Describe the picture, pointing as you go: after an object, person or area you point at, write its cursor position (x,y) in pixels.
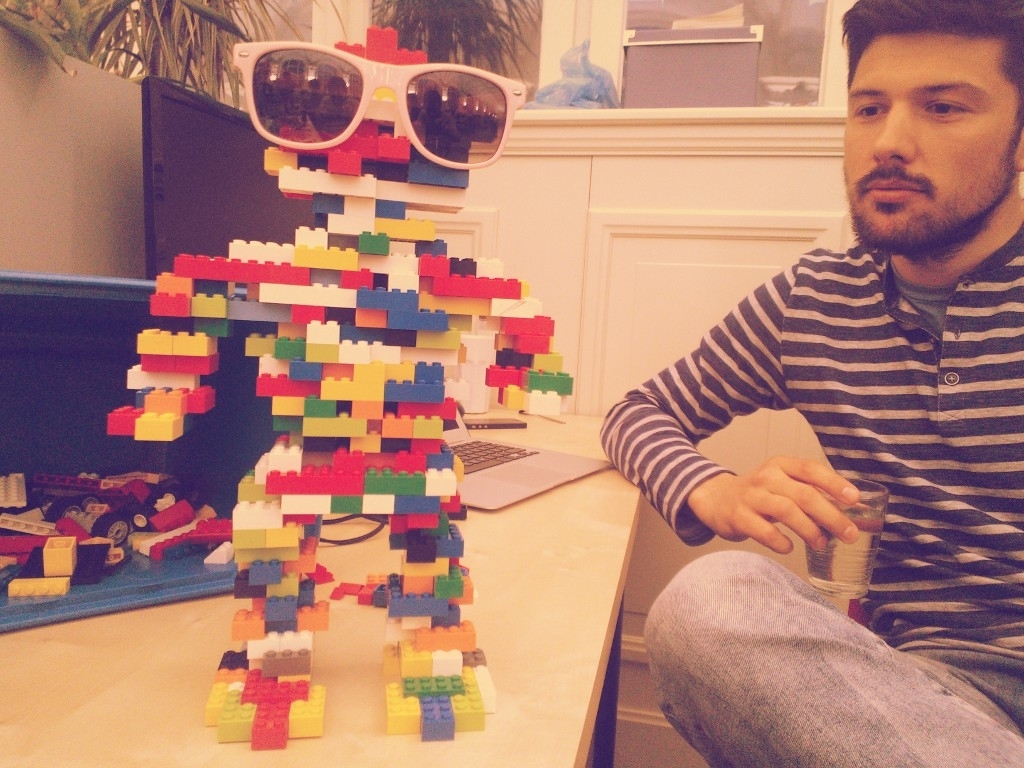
In this image, this is the man (937,592) holding a glass (867,573) and sitting. I can see a monitor (216,208), laptop (509,496), LEGO puzzle (298,559) and few other objects (500,423) on the table (508,662). At the top of the image (177,57), I think this is a house plant (171,34) with the leaves (178,43). I can see few objects (665,95) placed near the cupboard (797,108). These are the goggles (446,149).
